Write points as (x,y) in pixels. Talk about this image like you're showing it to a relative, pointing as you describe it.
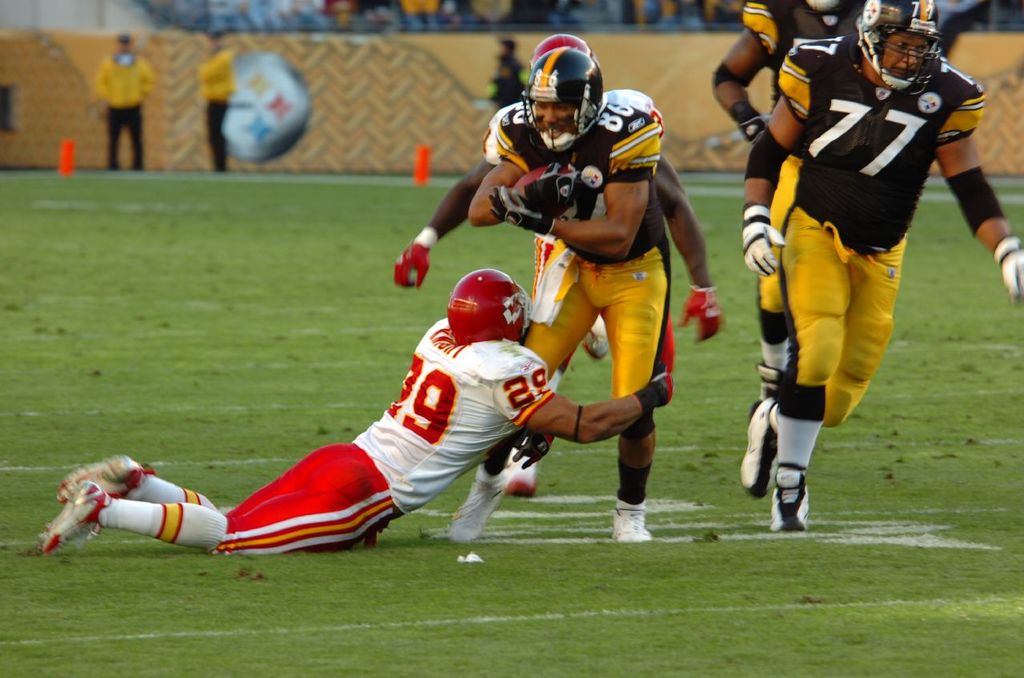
In this image we can see five men (755,216) are playing American football on the grassy land (563,587). Three men (834,303) are wearing yellow-black color dress (606,280) with black helmet (875,34) and two men (387,447) are wearing red-white color dress (445,407) and red color helmet (477,321). Background of the image (348,77), we can see boundary wall (393,86), orange color objects (418,163) and people (222,68).
